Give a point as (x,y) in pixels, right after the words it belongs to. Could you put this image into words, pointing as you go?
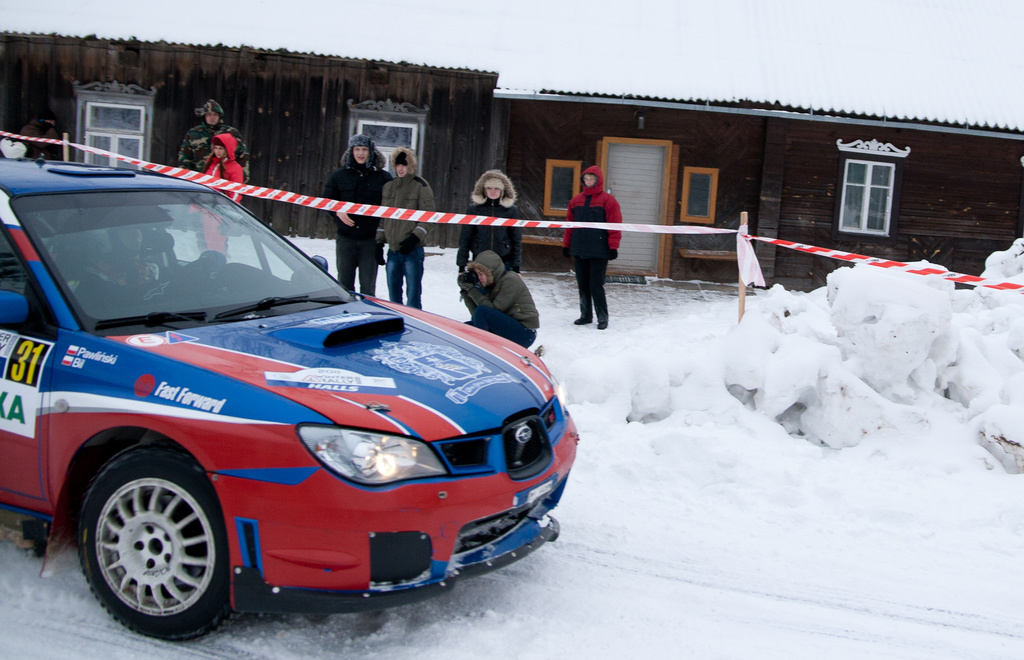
In this picture we can see a car (147,487) on the snow (244,646). Behind the car (111,313) there is a tape (264,195), a group of people (600,218) standing and a person (479,289) is in squat position and holding an object (467,274). Behind the people (488,305) there are houses (488,137).
